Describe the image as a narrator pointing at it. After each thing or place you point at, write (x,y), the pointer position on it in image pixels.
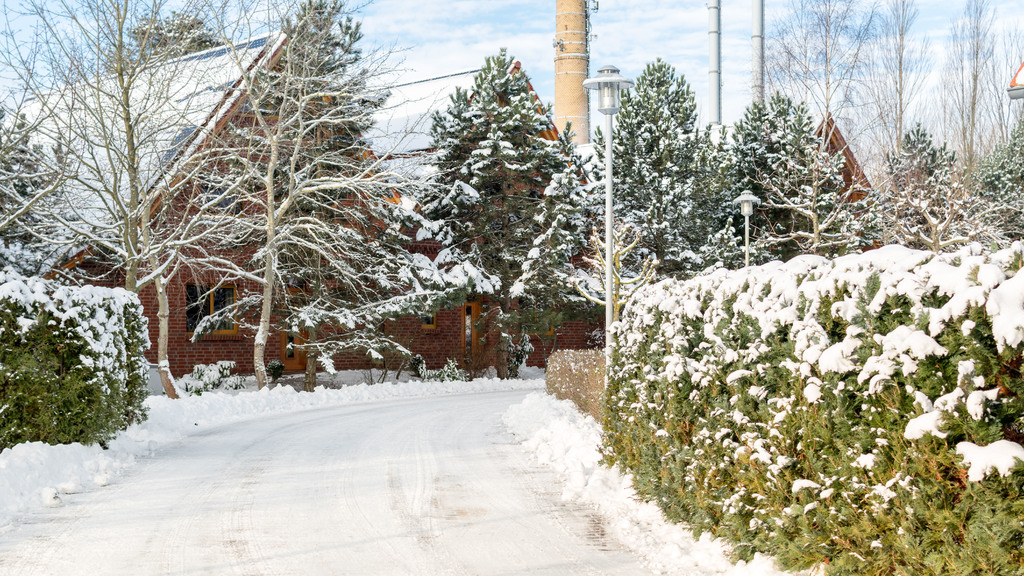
In the picture I can see houses (288,197), trees (278,178) and plants (821,376) are fully covered with snow (217,489).
